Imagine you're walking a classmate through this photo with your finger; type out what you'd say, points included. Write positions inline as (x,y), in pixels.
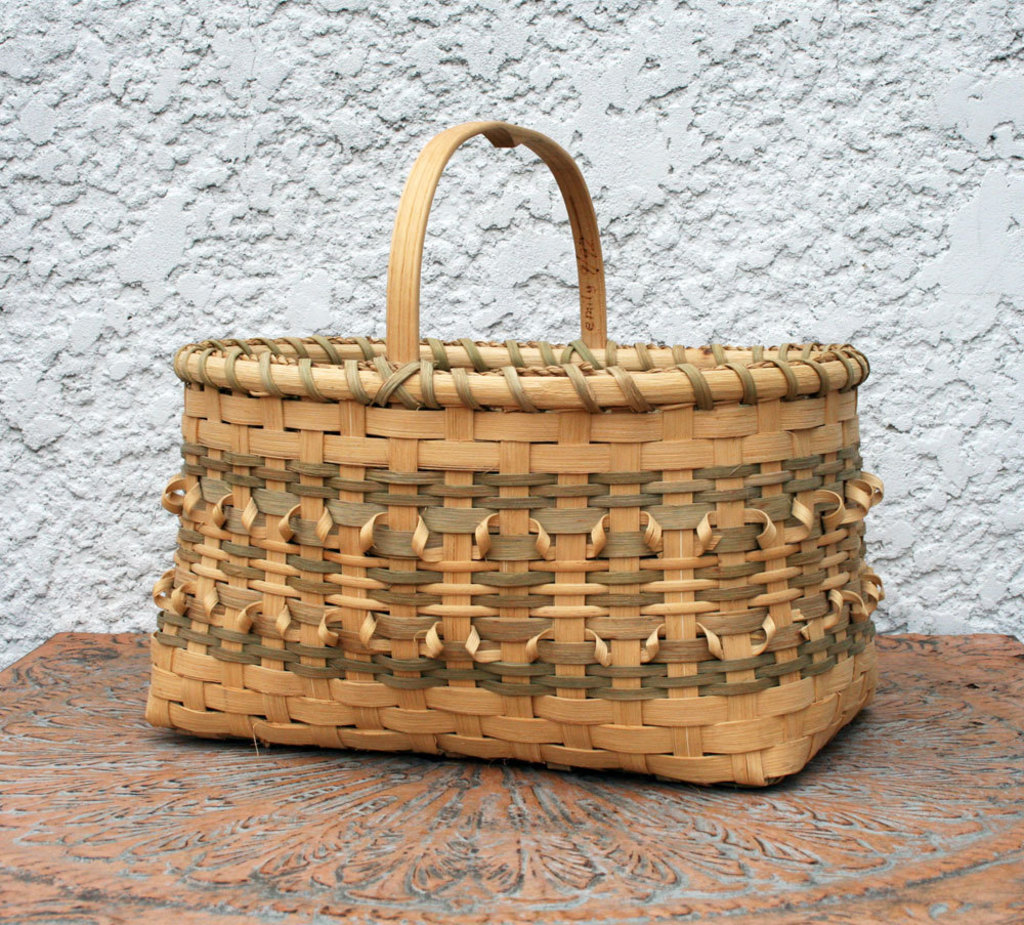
In this image I can see a basket (479,578).
